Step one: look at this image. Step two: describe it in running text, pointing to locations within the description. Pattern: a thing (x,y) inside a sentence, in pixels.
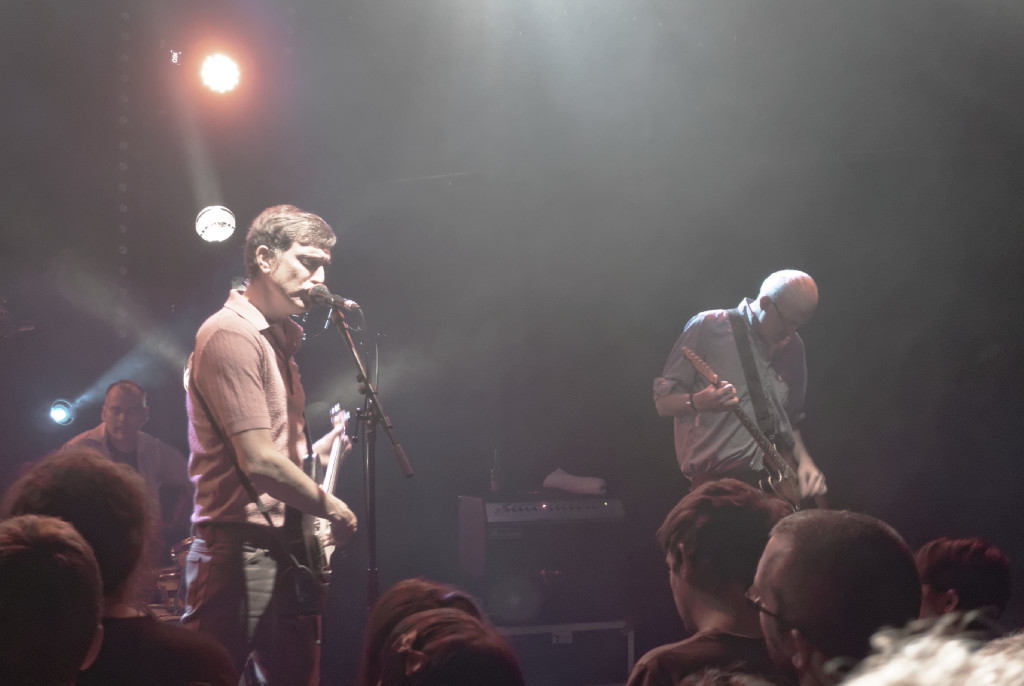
These are lights (233,221). Background (566,108) is blurry. We can see persons (695,424) standing and playing guitar (754,436). Here in front of the picture we can see audience (879,632).
